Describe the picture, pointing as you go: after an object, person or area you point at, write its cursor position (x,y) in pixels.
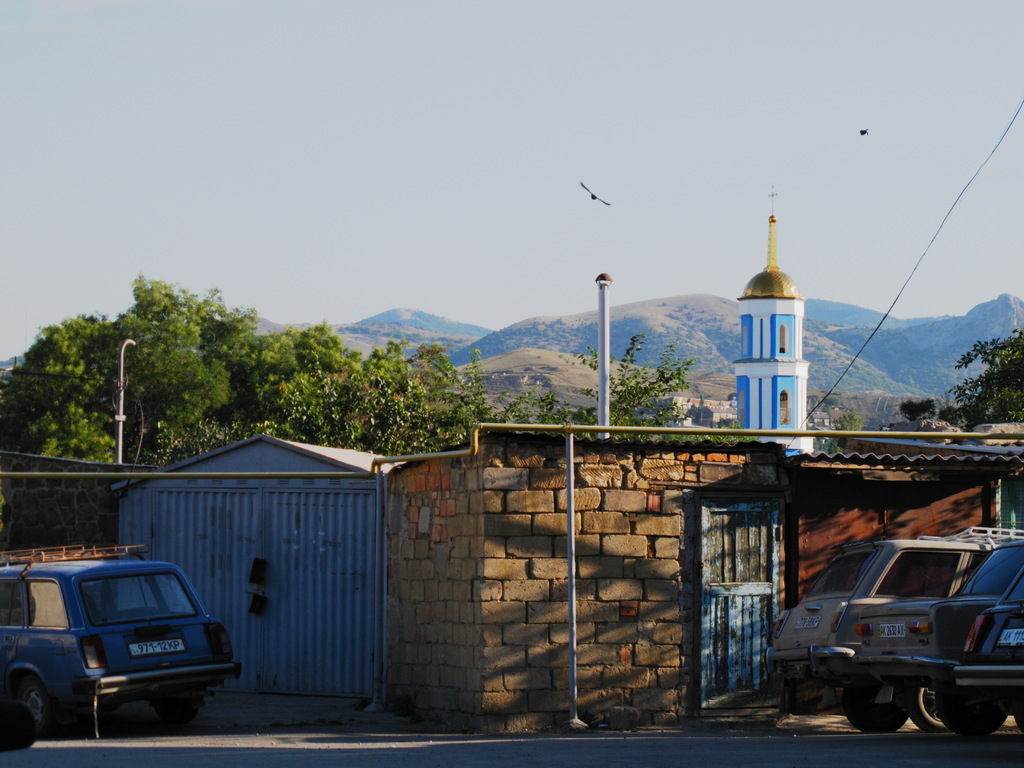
In this image we can see buildings (663,527), trees (636,382) and mountains (895,382). We can see a bird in the sky (560,104). There is a wire (938,235) on the right side of the image (904,285). At the bottom of the image (512,752), we can see cars (1000,632) on the road (509,745).
